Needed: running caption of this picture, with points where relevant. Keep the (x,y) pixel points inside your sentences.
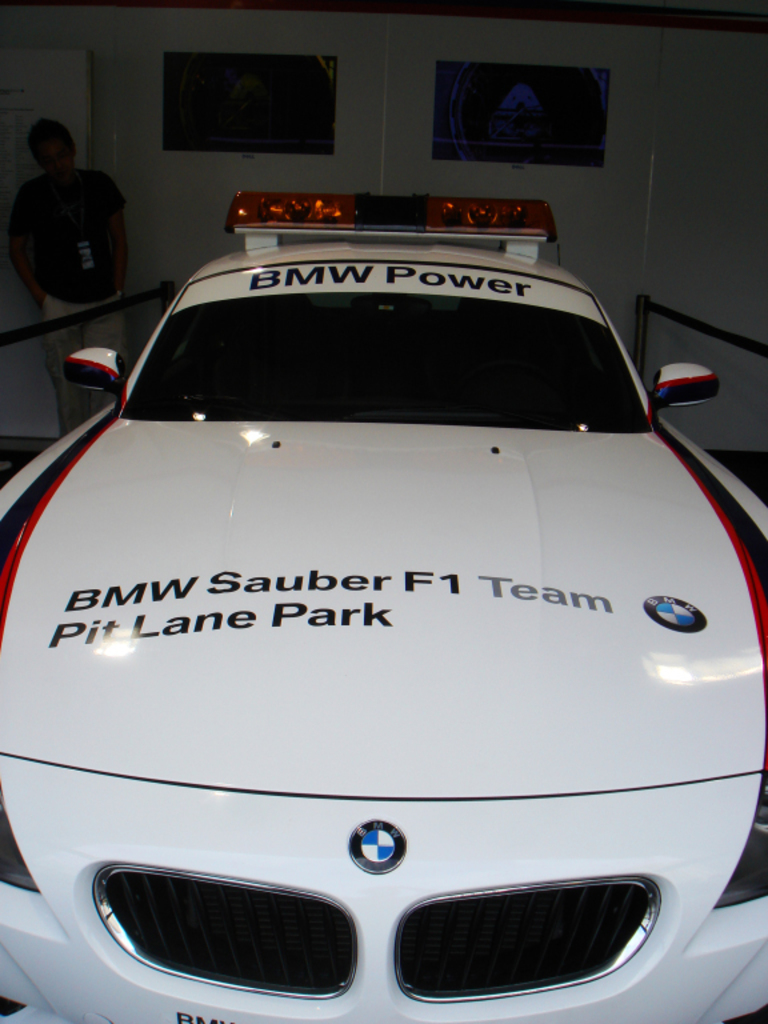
In this image in the front (407,471) there is a car (281,503) with some text (305,585) written on it. In the background (308,148) there are posters (479,132) on the wall (388,120) and there is a person (92,249) standing and there is a fence (725,333) on both side of the car (340,332).
